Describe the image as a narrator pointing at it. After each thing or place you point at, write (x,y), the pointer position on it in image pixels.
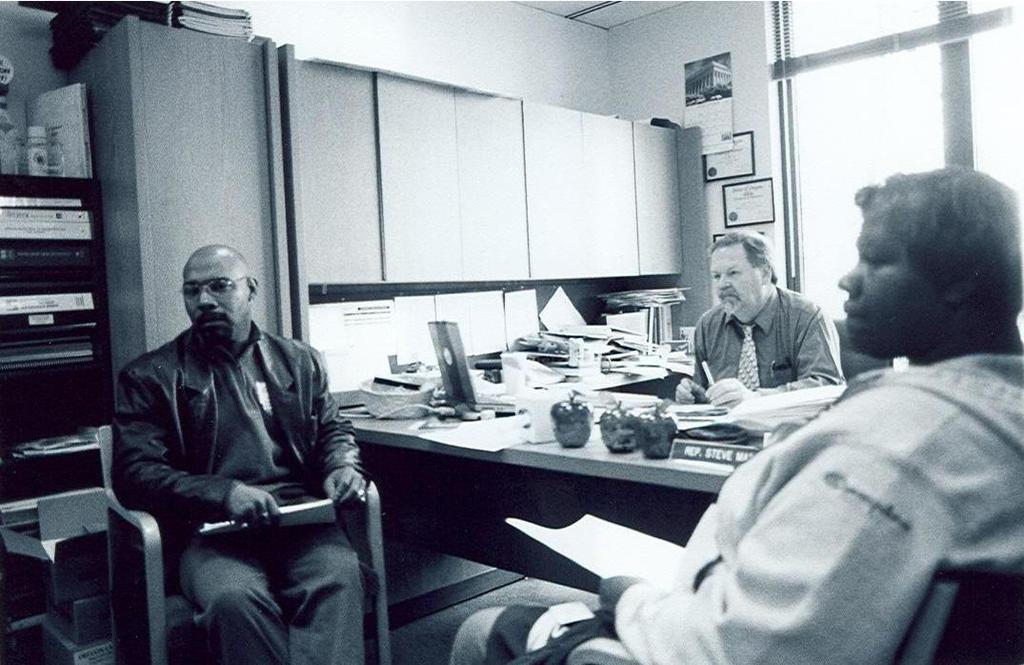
In this image there are persons (316,483) sitting and in the center (534,443) there is a table (602,451), on the table (608,454) there are papers (535,360), there is a laptop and there is board (717,457) with some text (714,458) written on it and there are objects (562,424) on the table (594,398) and the persons (212,445) sitting in the front (346,535) are holding papers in their hand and the person (768,343) sitting in the background (763,328) is holding a pen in his hand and there are frames (722,158) on the wall (759,178), there are wardrobes (359,206) and there is a shelf (89,199) and in the shelf (50,297) there are files (70,309) and on the right side (848,108) in the background (901,106) there is a window (914,99) and on the top of the wardrobe (224,47) there are books (225,18).
